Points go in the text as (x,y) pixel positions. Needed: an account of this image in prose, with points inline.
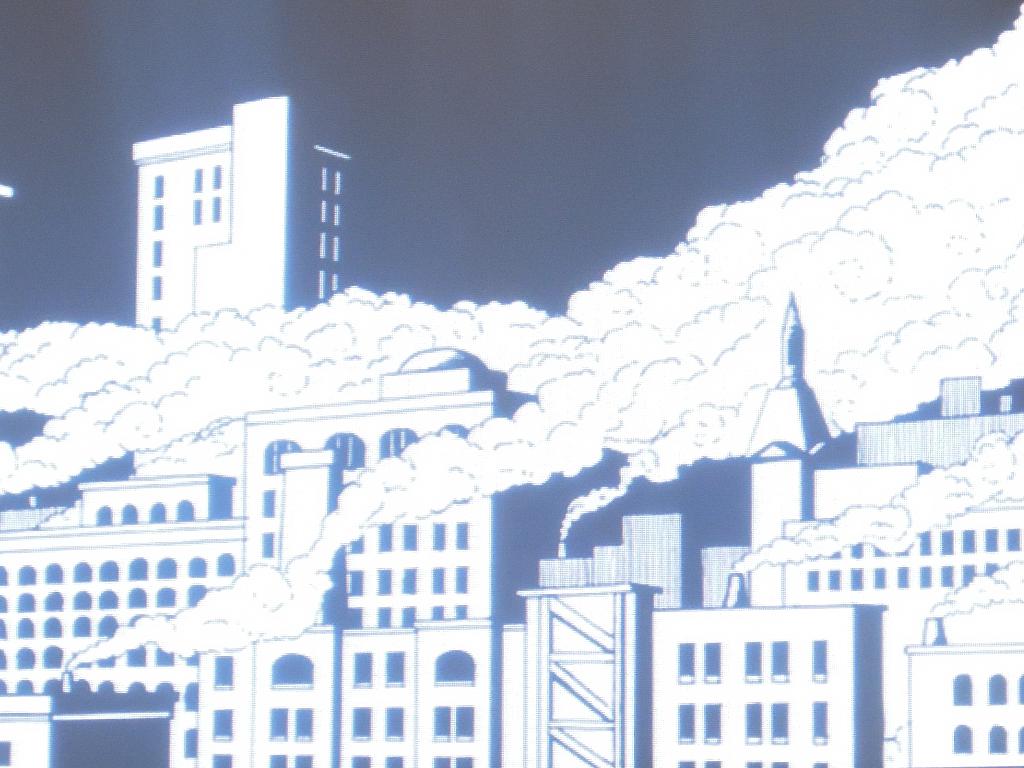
This is an edited image, in this image there are buildings (291,414) of a factory (776,598) that releasing smoke (723,338).
